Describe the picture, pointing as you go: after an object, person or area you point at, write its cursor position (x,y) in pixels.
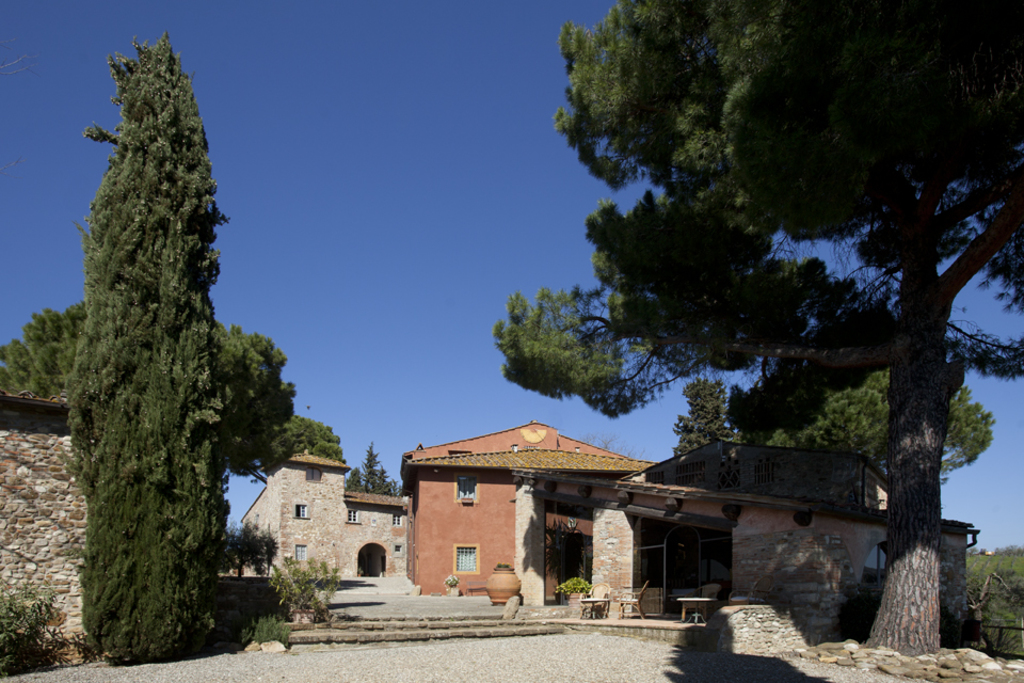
In this image I can see few buildings (506,542), windows (468,557), stairs (497,617), tables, chairs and trees (763,268). The sky (490,283) is in blue color.
